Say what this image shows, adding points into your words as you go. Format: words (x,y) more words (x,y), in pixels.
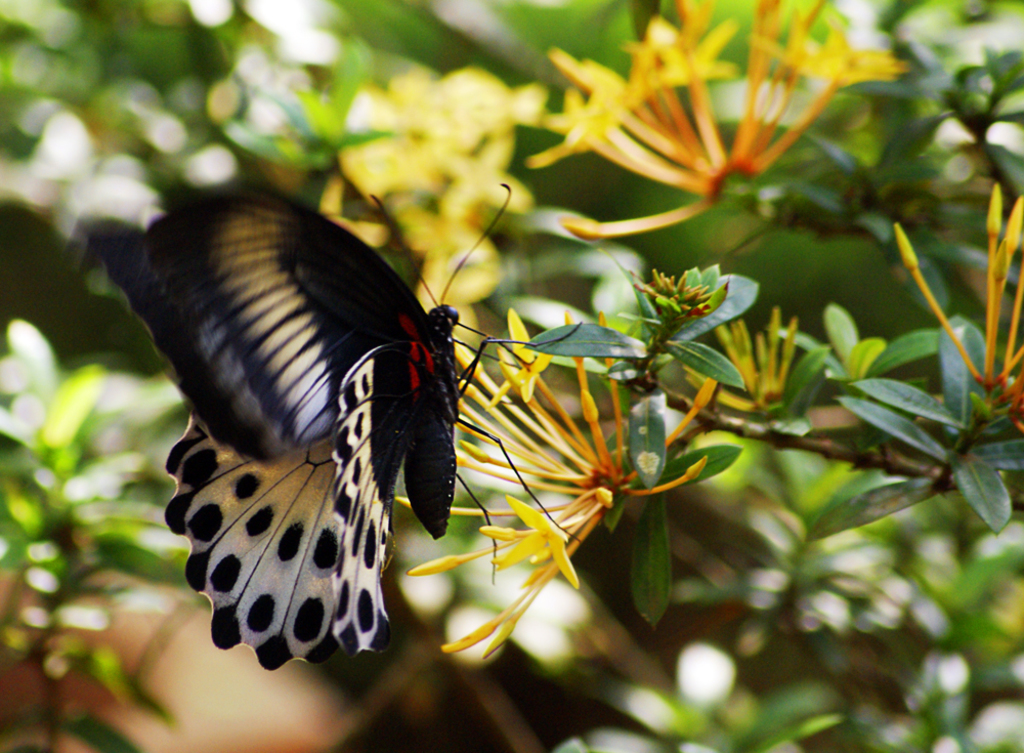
In this image we can see a butterfly (369,465) on the flowers (563,488) of a plant (668,388).
